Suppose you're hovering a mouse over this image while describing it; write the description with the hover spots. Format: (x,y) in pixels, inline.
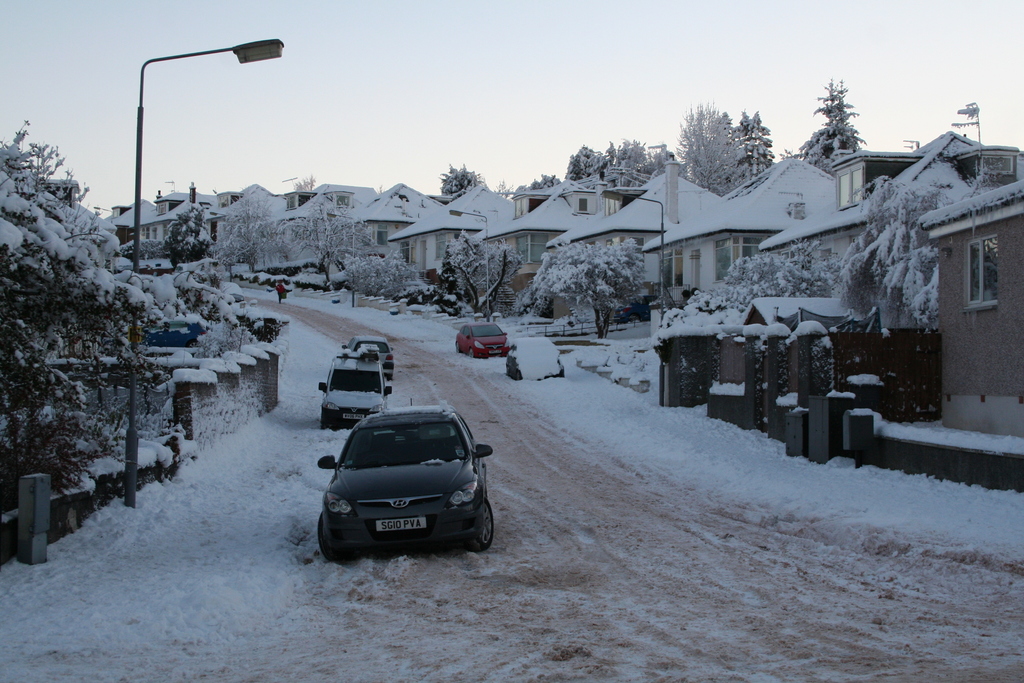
In this picture I can see some cars (465,333) which are parked near to the road (619,524), beside the road (648,504) I can see the street lights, trees (33,274), fencing (186,380) and snow (397,412). On the right (975,352) I can see many buildings (513,207). At the top (574,104) I can see the sky (493,66).
